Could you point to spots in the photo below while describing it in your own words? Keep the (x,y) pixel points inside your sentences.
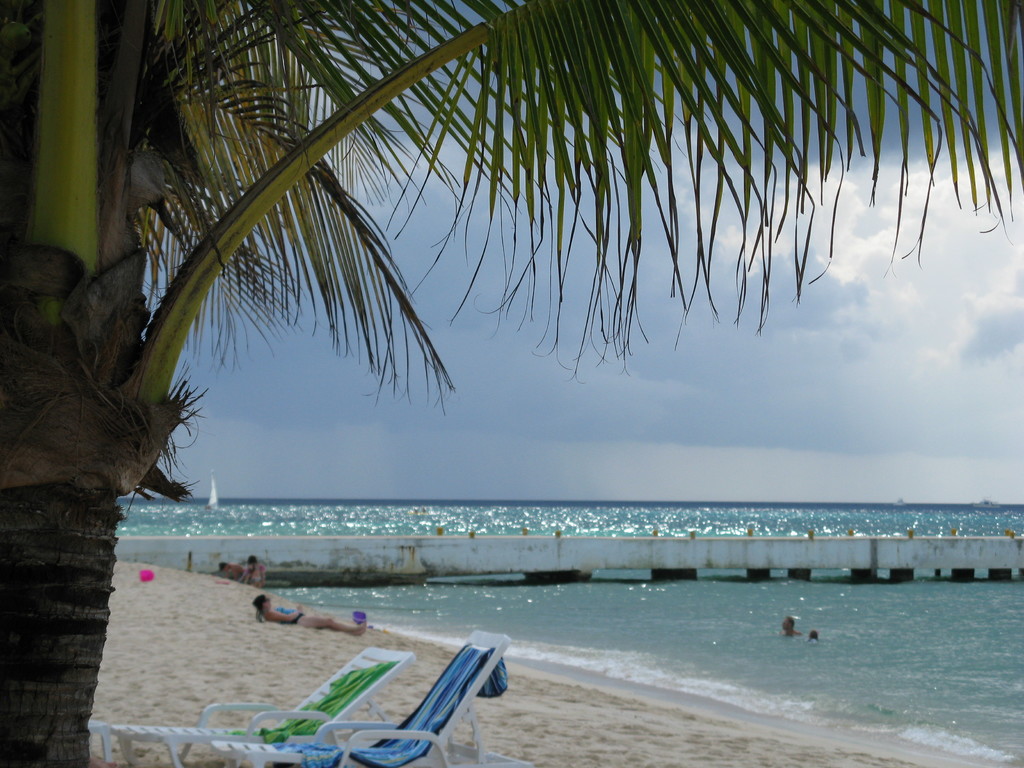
There is a beach (561,695) and a person (314,621) is lying on the sand (240,654) in front of the beach (313,666), there is a coconut tree (581,120) and under the tree (626,114) there are two chairs (308,707).
